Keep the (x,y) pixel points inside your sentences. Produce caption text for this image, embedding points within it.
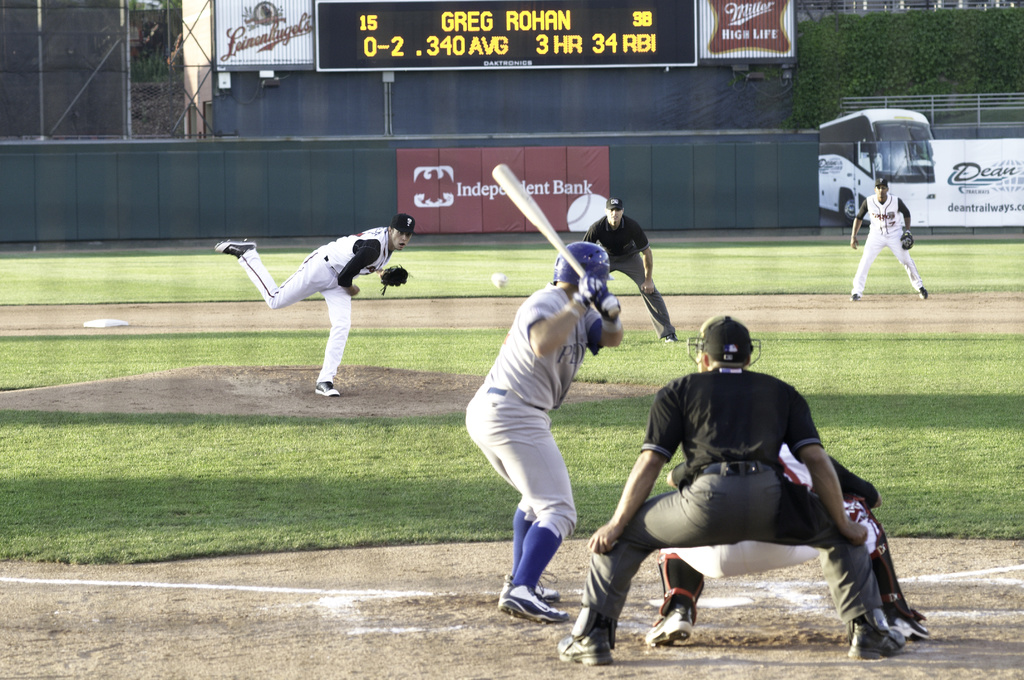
In this image, we can see persons (533,371) wearing clothes (325,297) and playing baseball. There is a person (595,308) in the middle of the image (573,329) holding a bat (500,168) with his hands (607,295). There is a screen (444,13) at the top of the image (471,28). There are climbing plants (870,84) in the top right of the image (829,38).
